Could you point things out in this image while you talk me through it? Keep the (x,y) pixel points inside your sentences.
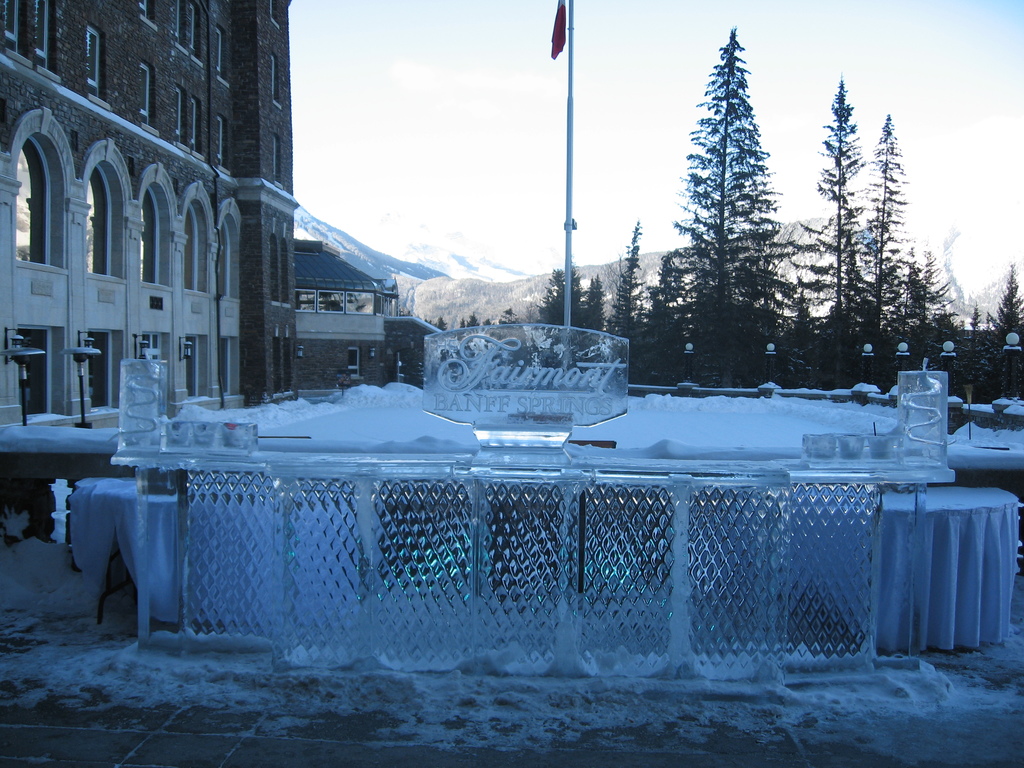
In this picture we can see buildings (135,287) with windows (140,279), trees (715,232), pole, mountains (403,257) and in the background (890,24) we can see the sky (861,117).
